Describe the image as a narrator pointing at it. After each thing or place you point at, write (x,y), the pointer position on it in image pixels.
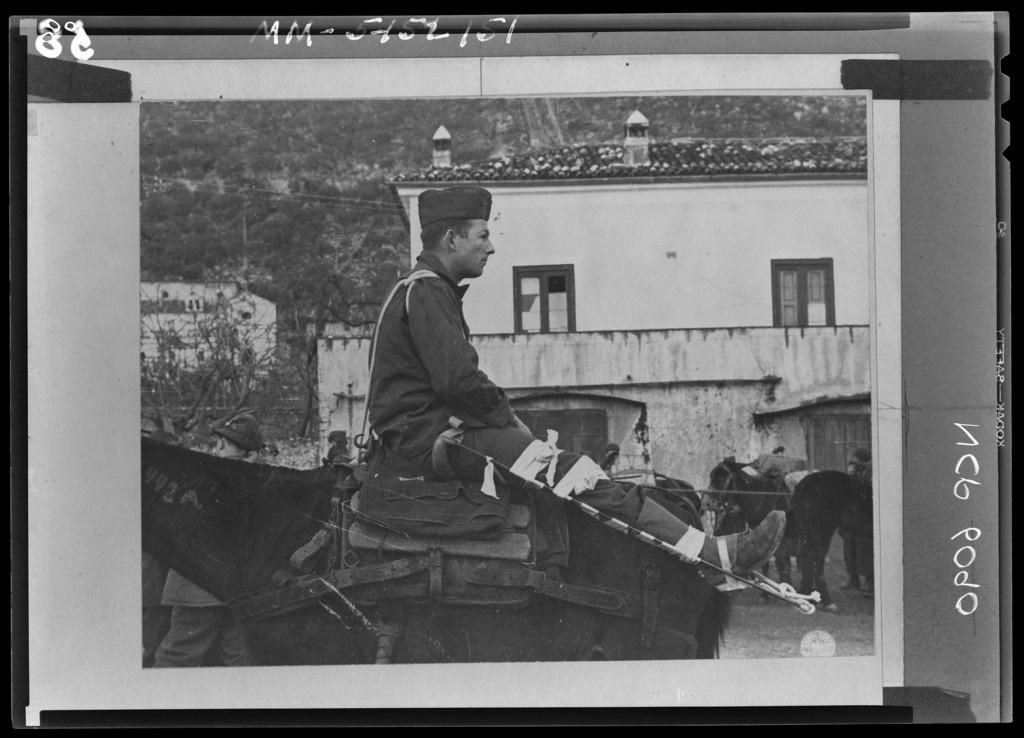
This is a black and white photo. In this photo there is a person (431,429) sitting on the horse (309,519), behind the horse (286,511) there are few people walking and there are few horses (666,493). In the background (411,264) there is a building (268,311) and trees (245,176).
